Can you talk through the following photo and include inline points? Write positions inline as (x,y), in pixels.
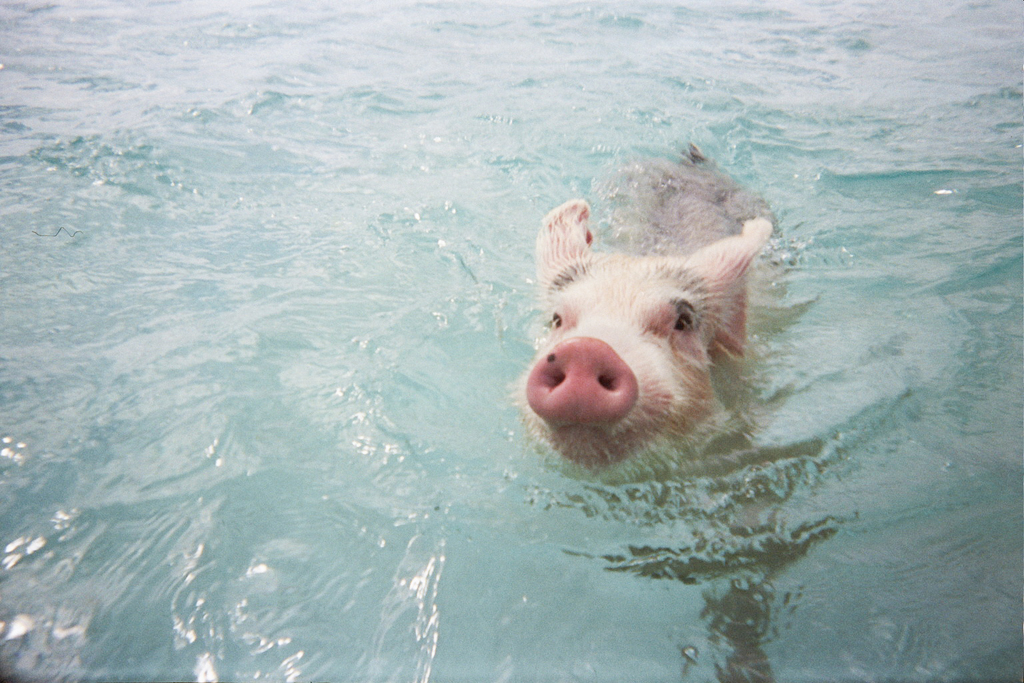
In this image there is a pig (613,380) swimming in the water (485,436). Around it there is the water (331,542).
